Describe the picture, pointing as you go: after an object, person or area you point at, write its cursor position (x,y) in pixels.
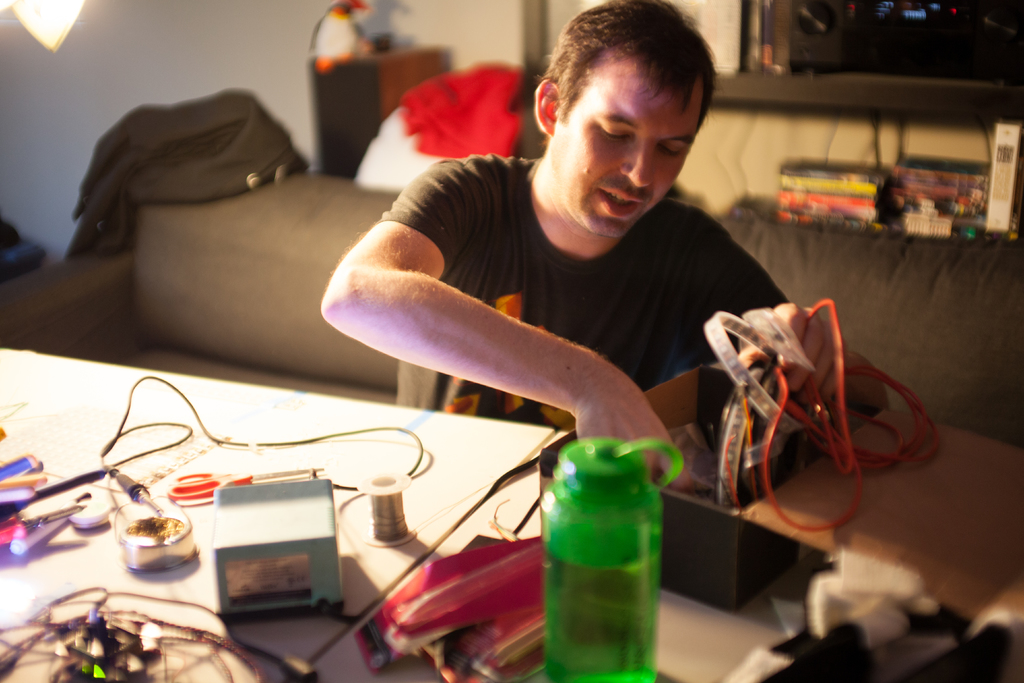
In this image, human (521,299) is wearing a t shirt (505,247). In-front of him, we can see a tables (472,502). On top of the table (207,543), Few items (258,543) are placed. A background (941,332), we can see a couch (889,296). Here on the right side (907,210), there are few books (935,187) are placed and shelf (789,75) we can see. On left side (283,162), we can see red and white, brown color clothes (410,154). And here we can see a box (359,65). And corner there is a light (60,20).
